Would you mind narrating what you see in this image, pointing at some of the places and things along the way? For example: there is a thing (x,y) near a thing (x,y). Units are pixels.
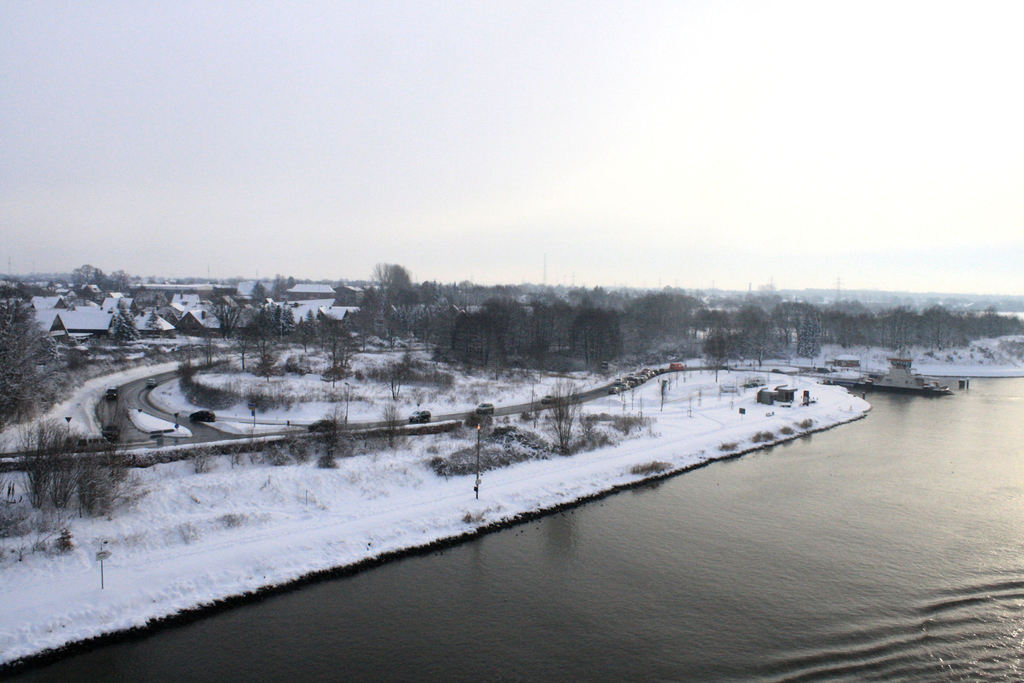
In the picture we can see a water (762,550), besides to it we can see a snow surface (505,512) on it we can see some roads (114,442), trees (562,351) and in the background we can see a sky (248,241).
